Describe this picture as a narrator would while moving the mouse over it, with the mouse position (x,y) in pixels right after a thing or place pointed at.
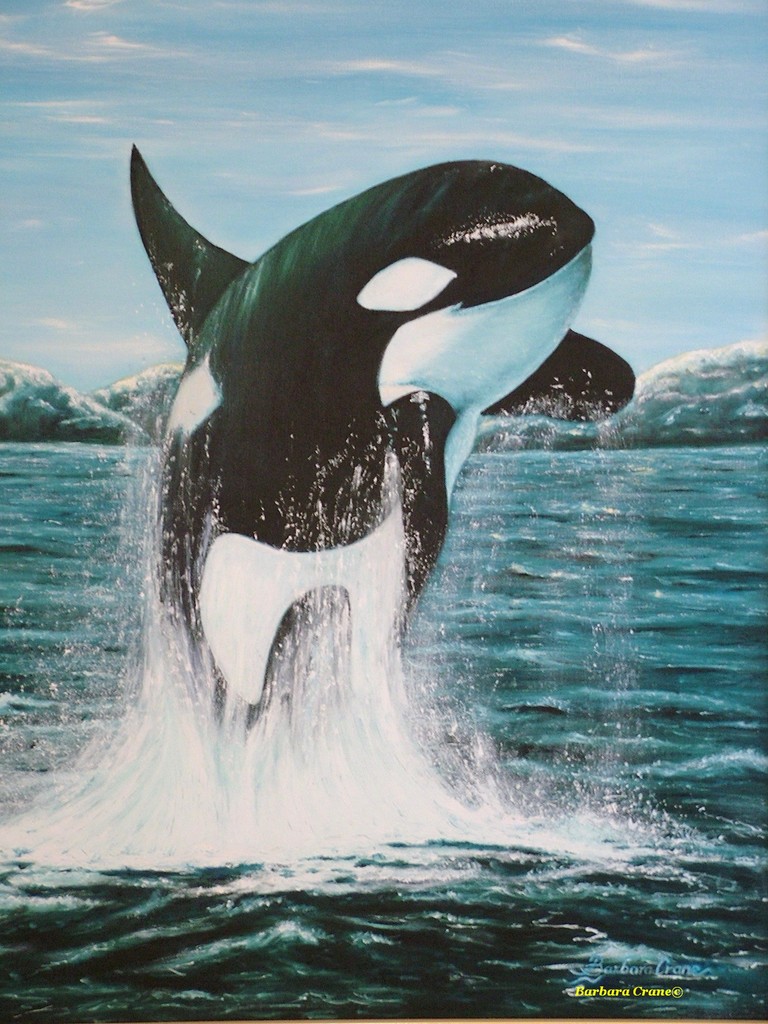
In this picture we can see one dolphin (348,306) in the river (546,753).
